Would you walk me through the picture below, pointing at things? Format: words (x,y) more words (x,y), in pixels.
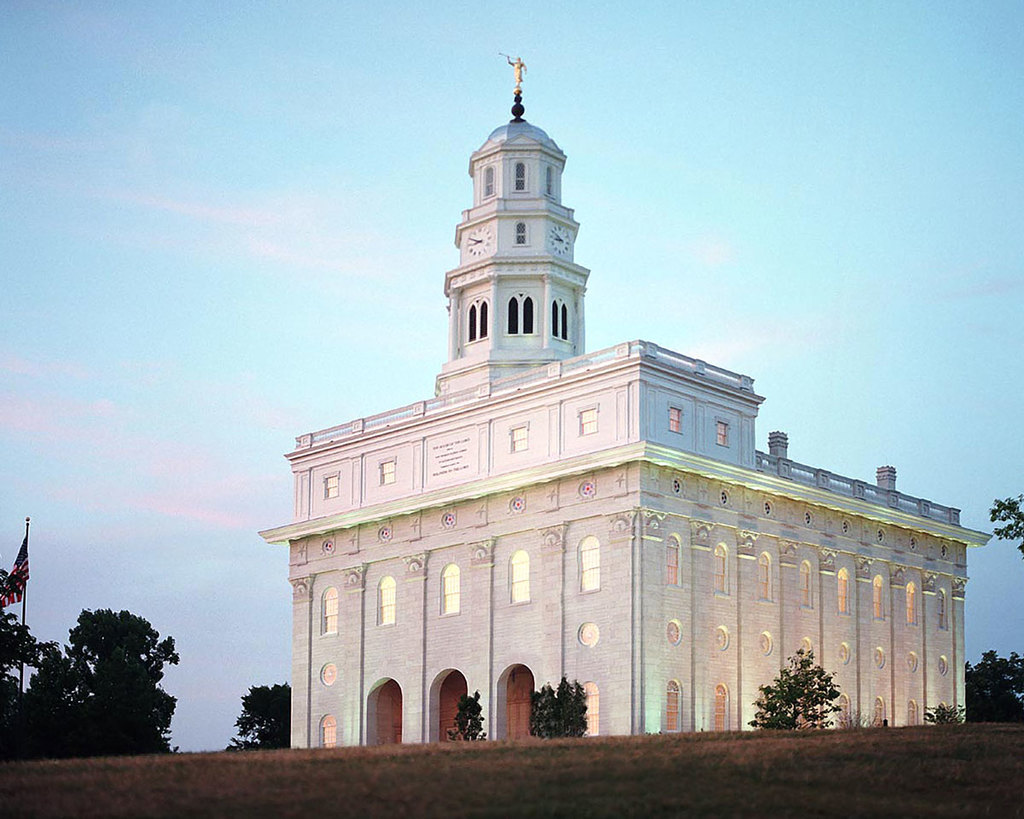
In this picture, we can see a building (462,634) and in front of the building (495,722) there are trees (95,691), a pole (24,625) with a flag (8,584) and behind the building (514,540) there is a sky (364,327).
